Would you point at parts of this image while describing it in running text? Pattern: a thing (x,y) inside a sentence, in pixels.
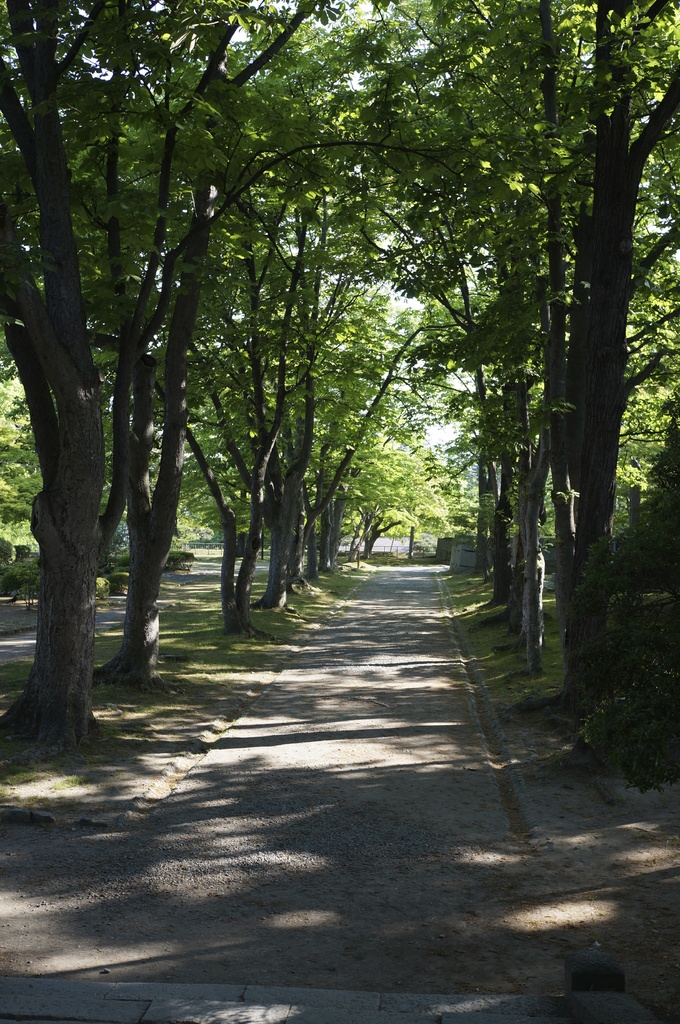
In this image, there are a few trees (299,334), plants (632,621). We can also see some grass (235,642) and the ground (208,719). We can also see the sky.
